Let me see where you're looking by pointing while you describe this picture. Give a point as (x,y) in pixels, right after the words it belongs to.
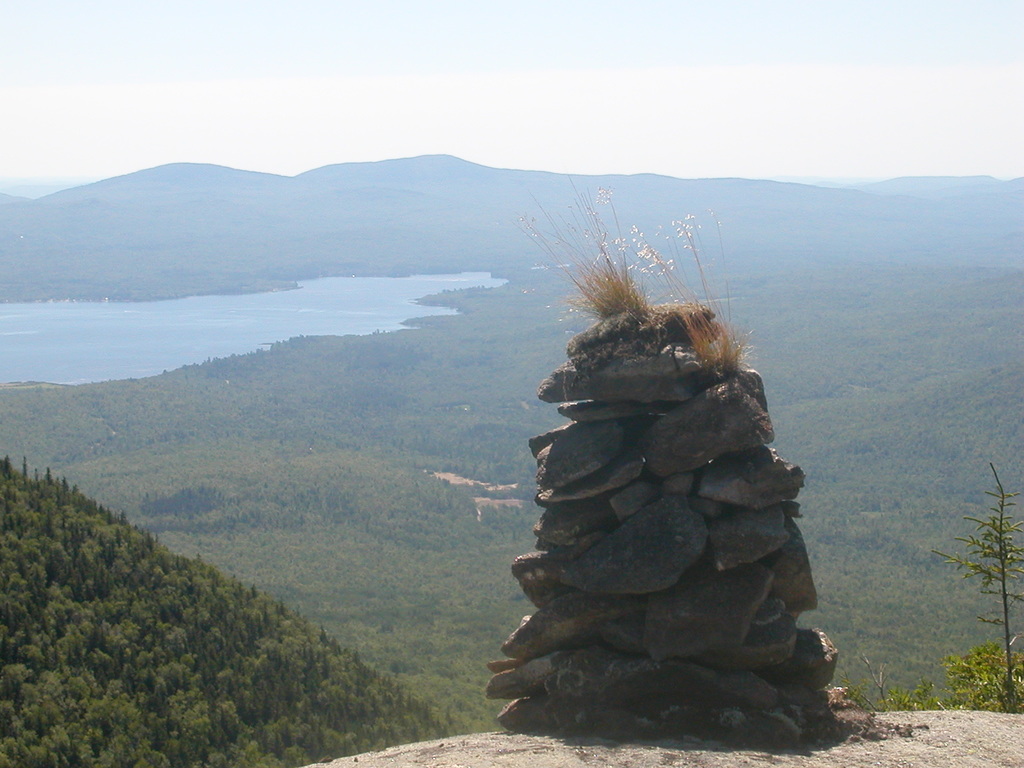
In this picture there are mountains (73,587) and trees (424,605). In the foreground (700,553) there are stones (829,653) and there are plants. At the top (621,36) there is sky (598,34). At the left (266,339) there is water (206,305).
